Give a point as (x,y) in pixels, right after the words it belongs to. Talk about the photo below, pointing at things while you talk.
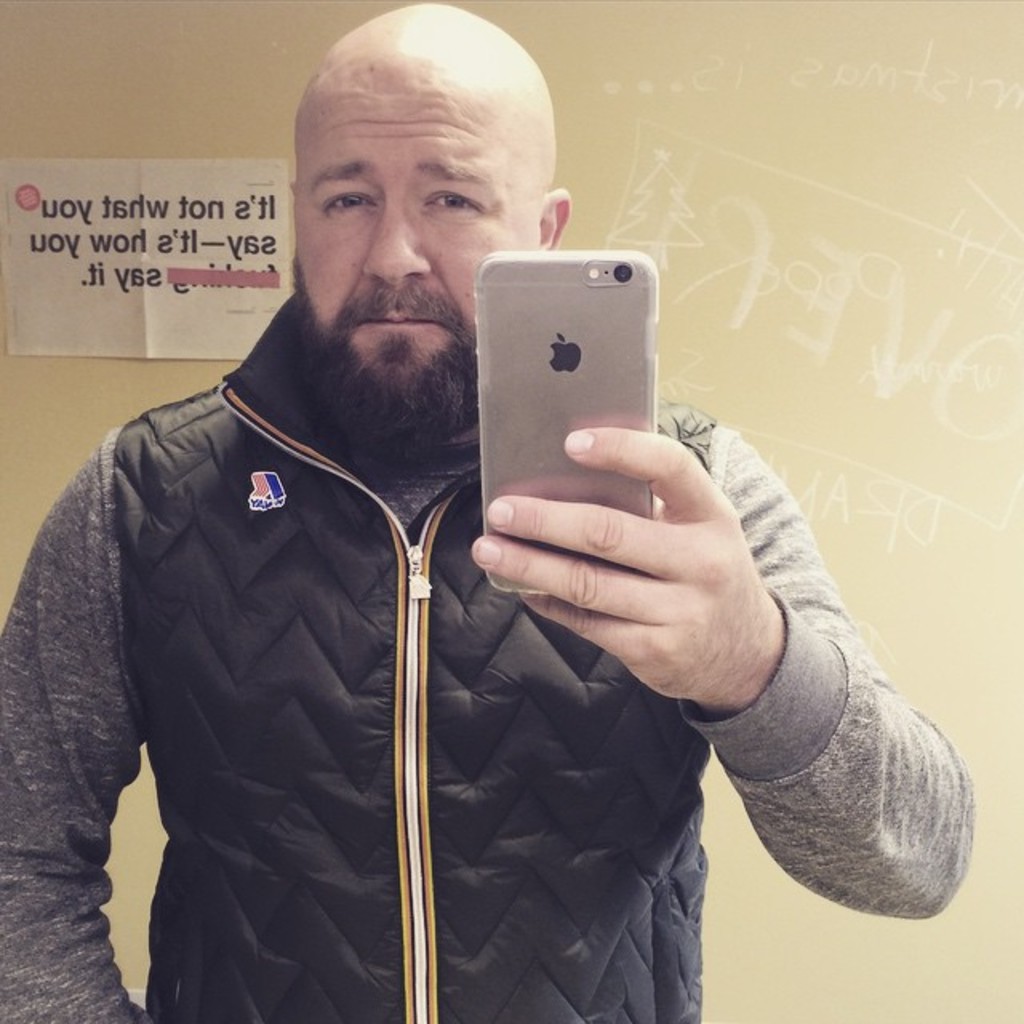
The person (445,188) is standing. He is holding a phone (519,334). He's wearing a jacket (384,514). We can see in the background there is a wall (26,427) and poster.
